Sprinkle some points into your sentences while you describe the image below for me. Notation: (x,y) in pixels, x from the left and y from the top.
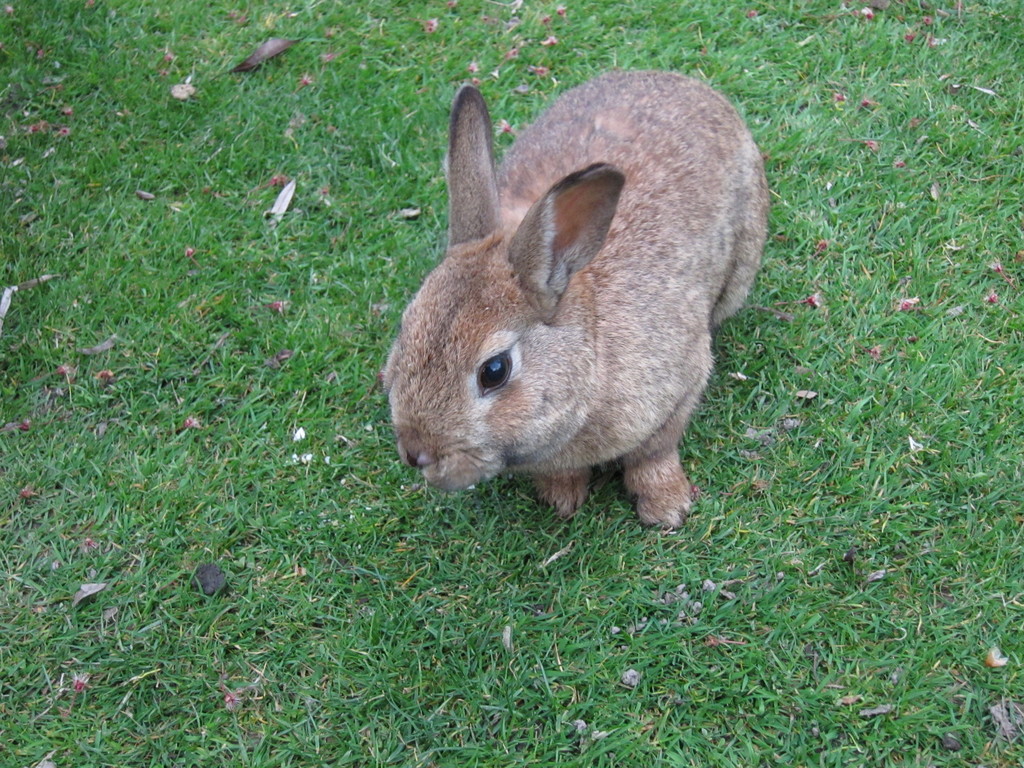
In this image, I can see a rabbit (664,395) on grass (436,525). This image is taken, maybe in a park (456,760).
